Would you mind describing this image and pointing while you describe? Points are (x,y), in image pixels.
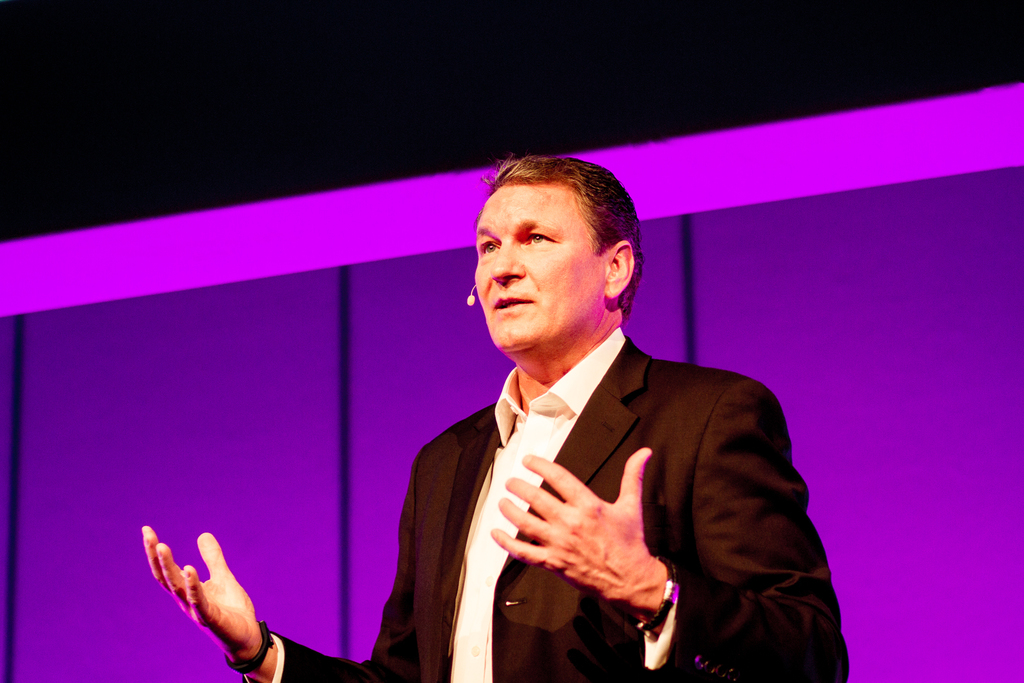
In this image we can see a person (608,440) standing and wearing a mic (472,297).
